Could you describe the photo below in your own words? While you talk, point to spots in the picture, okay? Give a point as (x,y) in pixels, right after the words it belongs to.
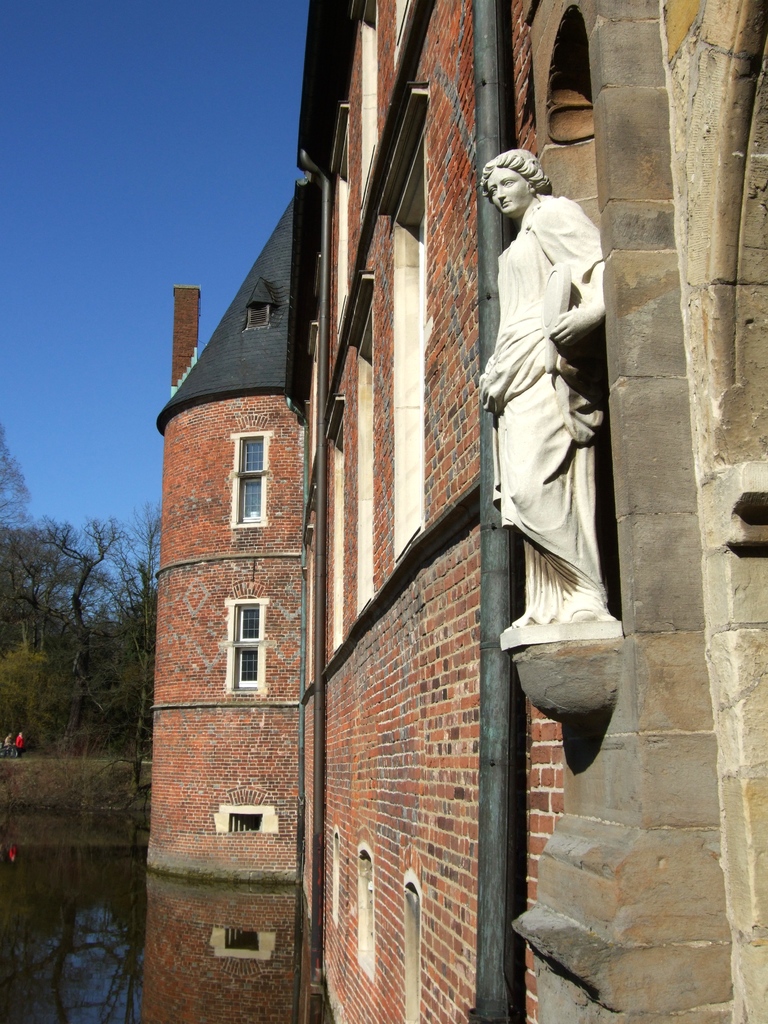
In this image I can see water (274,913), people (11,744), trees (93,630), building (296,509), statue (499,344), windows (259,465), brick wall (404,766), pipes (324,313) and blue sky (290,145).
